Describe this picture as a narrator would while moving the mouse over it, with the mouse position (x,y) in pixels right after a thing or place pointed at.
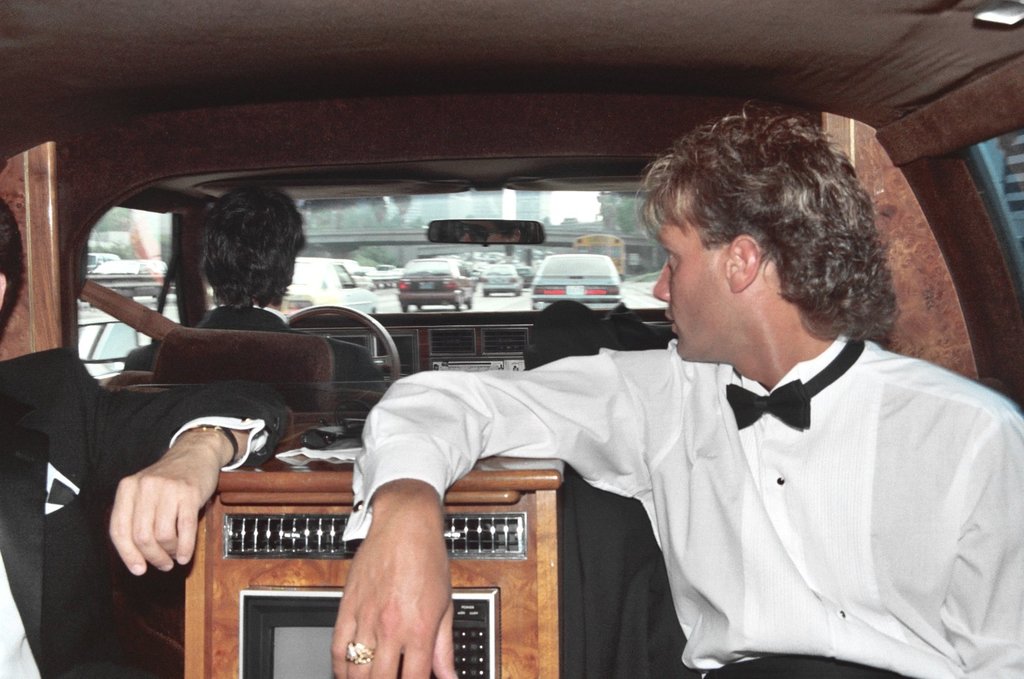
In this picture there are three people (272,297) sitting inside the vehicle (419,361) and there is an object (485,539). Behind the mirror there are vehicles (347,295) on the road (144,297) and there is a bridge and there are buildings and trees (618,195). At the top (562,215) there is sky (509,215). At the bottom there is a road (485,298).
